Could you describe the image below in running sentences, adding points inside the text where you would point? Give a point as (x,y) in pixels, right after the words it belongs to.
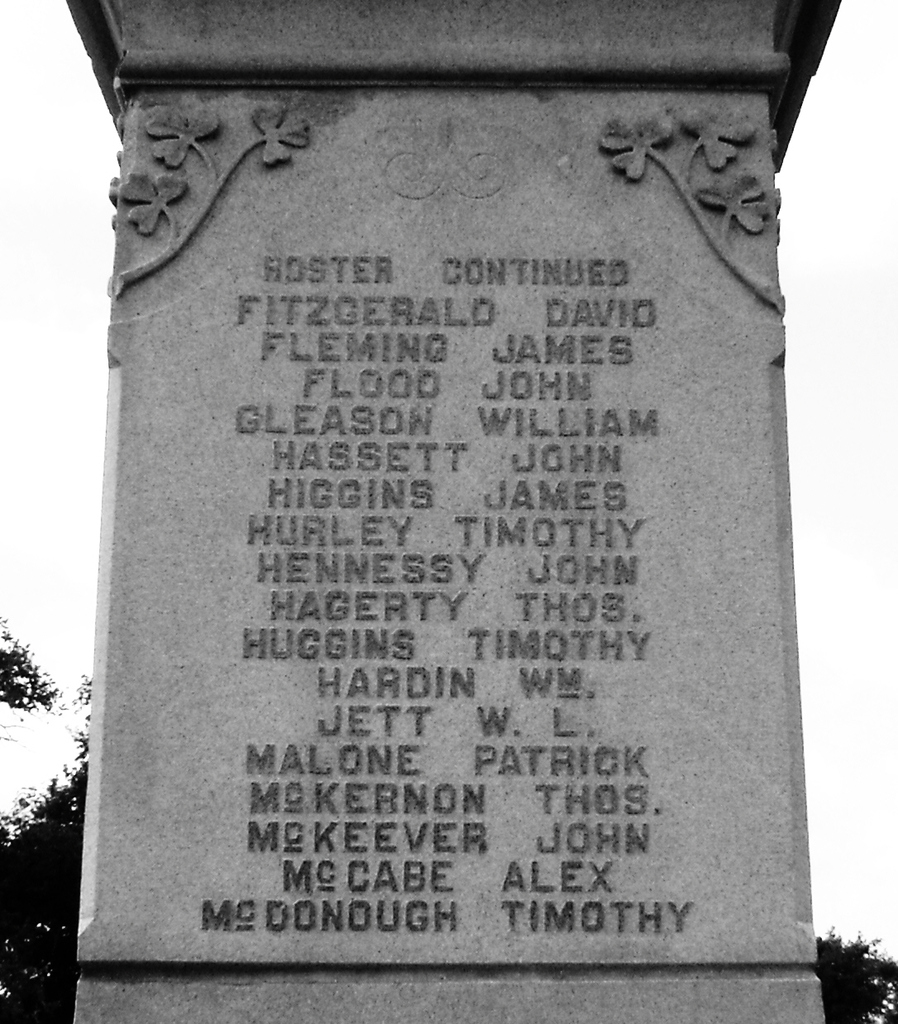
This is a black and white image. In this image we can see a laid stone (462,361), trees (52,821) and sky (38,185).
